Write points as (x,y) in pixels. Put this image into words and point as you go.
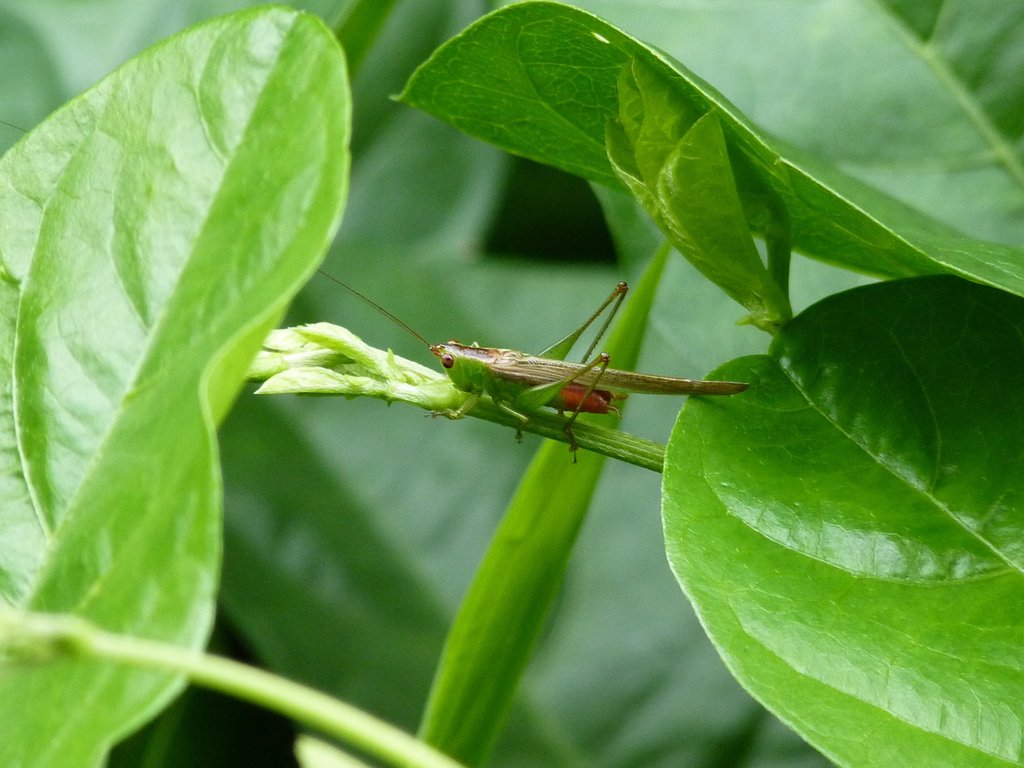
This picture contains a plant (641,300). In the middle of the picture (651,378), we see a grasshopper (491,375) is on the plant (720,448). Beside that, we see leaves (569,112) which are in green color.
